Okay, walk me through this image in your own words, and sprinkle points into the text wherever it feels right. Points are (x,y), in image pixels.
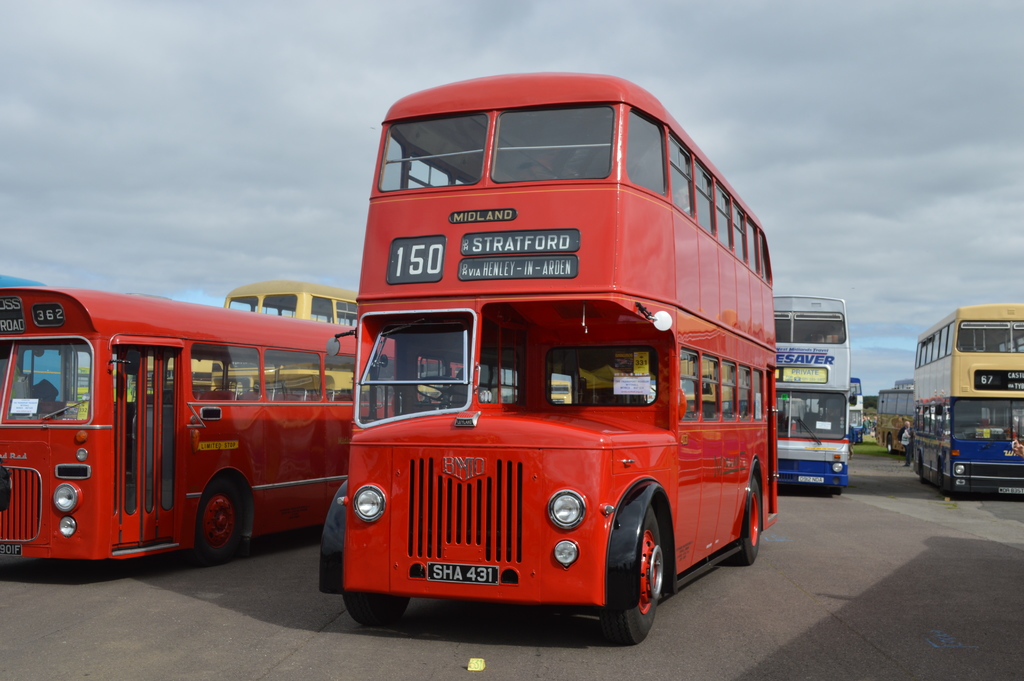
In this image we can see the vehicles (641,437) parked on the path (904,597). In the background (120,27) we can see the cloudy sky (888,216).
